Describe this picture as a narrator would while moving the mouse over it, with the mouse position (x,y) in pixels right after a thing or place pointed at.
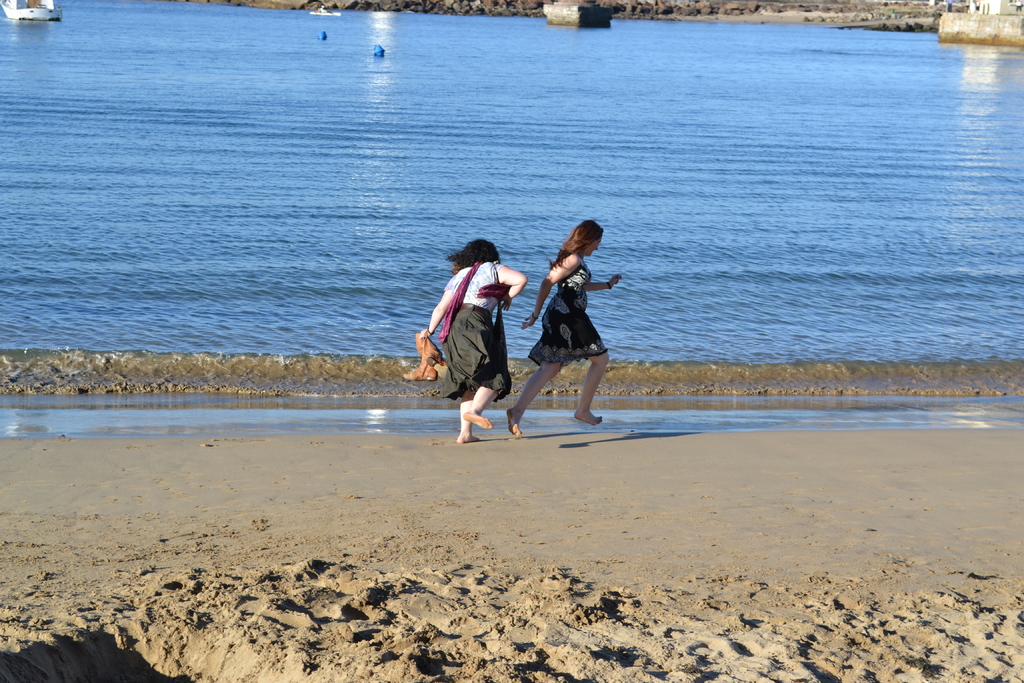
In this image in the center (564,333) there are persons (495,349) running. In the background (476,167) there is water (423,129) and on the water (79,32) there is a boat (55,19) which is white in colour. In the front (506,618) there is sand (573,615) on the ground (573,609).
